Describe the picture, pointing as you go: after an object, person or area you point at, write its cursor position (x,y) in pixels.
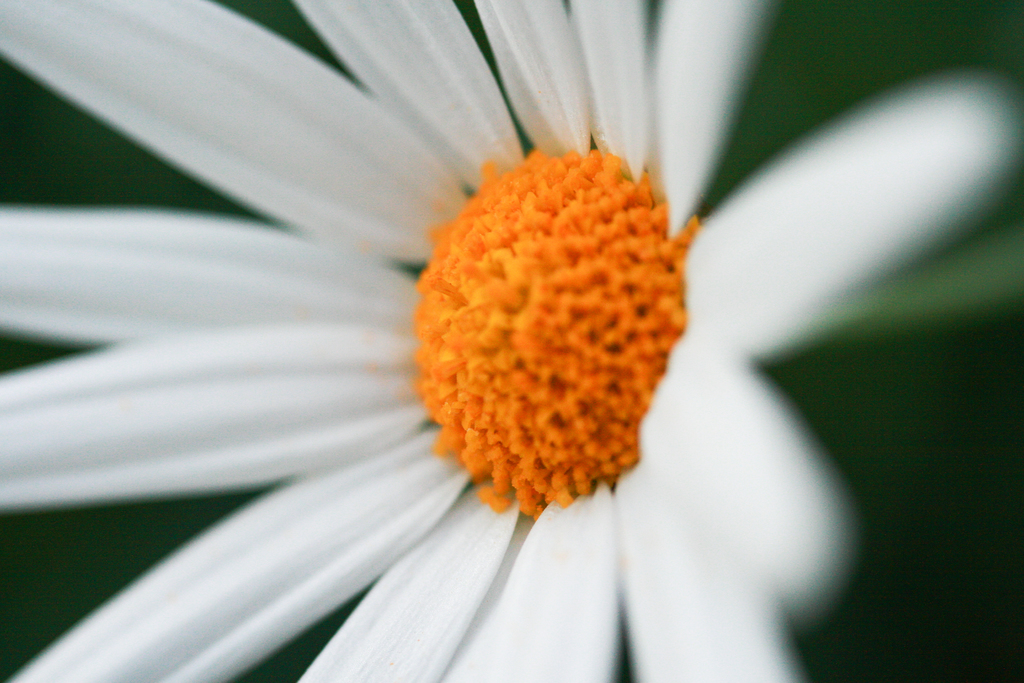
In this image we can see a flower (451,547) which is in white and yellow color and in the background (965,623) the image is blurred.
